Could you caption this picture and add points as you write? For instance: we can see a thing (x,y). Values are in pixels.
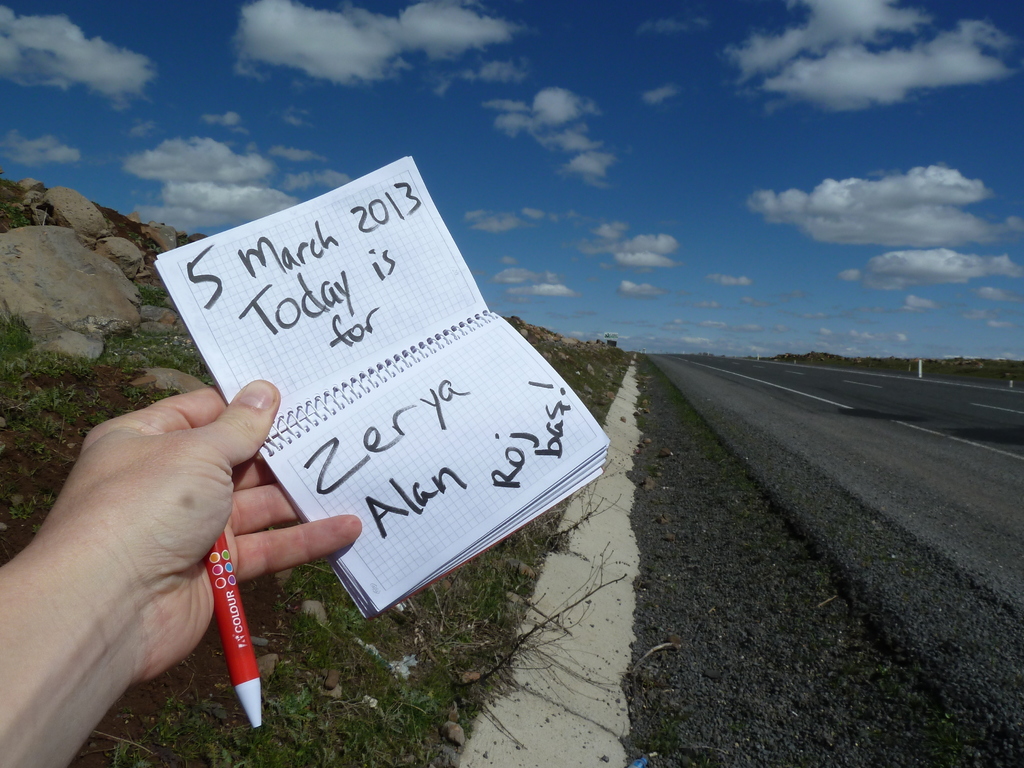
In this image we can see some person (181,524) holding the pen (238,655) and also the book (368,344) and we can see the text (391,429) in the book (377,498). We can also see the rocks (95,231), grass (462,597) and also the road (933,600). Sky (564,236) is also visible with the clouds (898,184).
